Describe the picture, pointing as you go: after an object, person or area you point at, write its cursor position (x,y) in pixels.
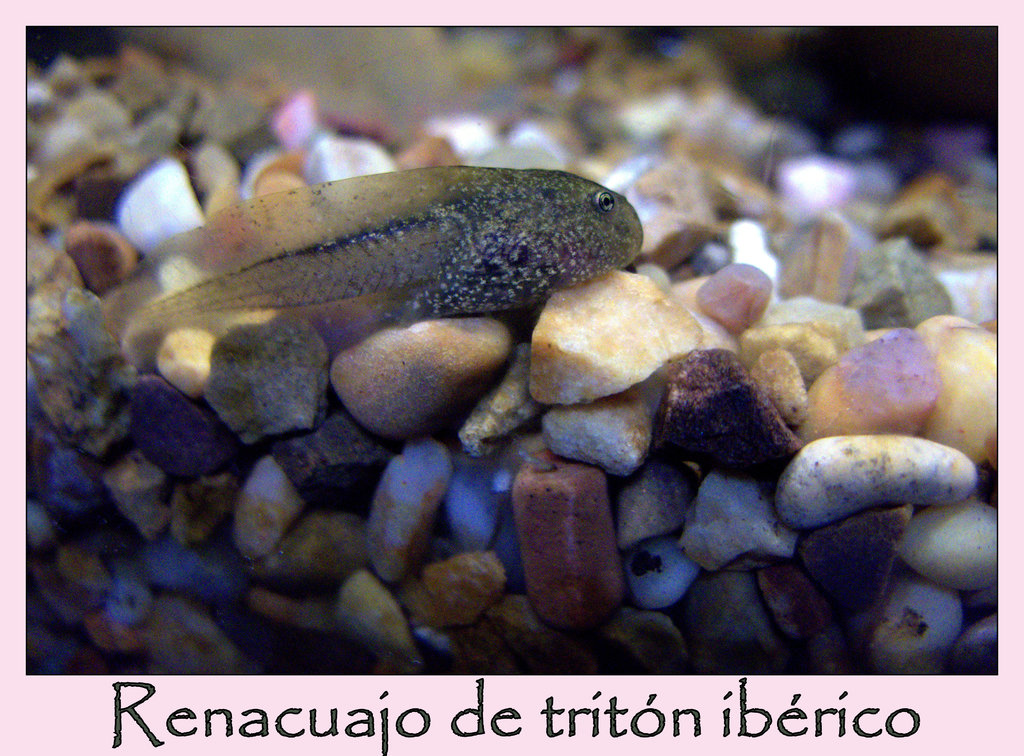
In this image we can see a tadpole (297,285) and some stones (441,352). On the bottom of the image (143,742) we can see some text (412,724).
